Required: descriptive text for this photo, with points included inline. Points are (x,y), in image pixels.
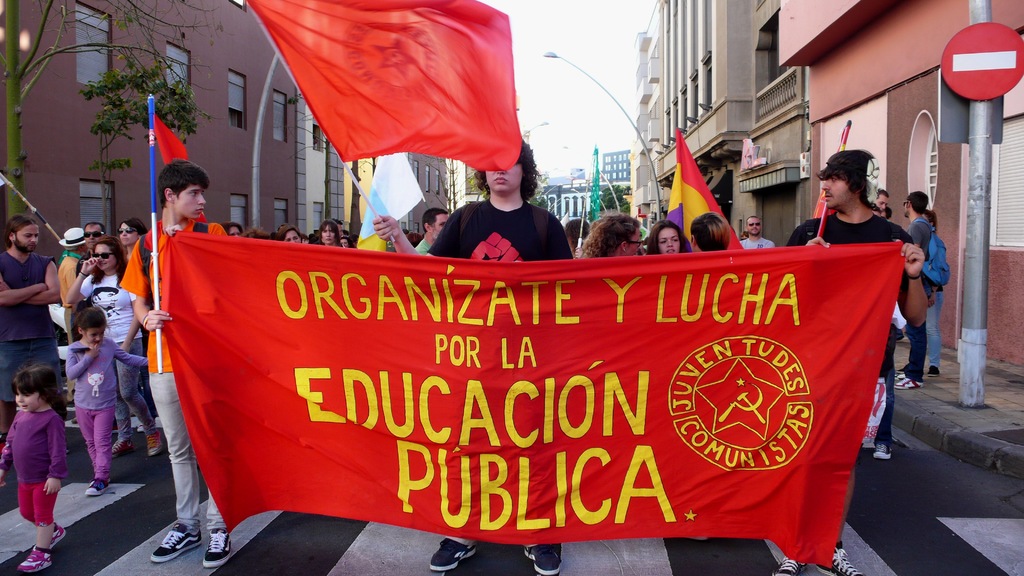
In the center of the image (429,282) there are people (914,315) standing holding a banner (254,492). There is a flag (494,40) in the image. There are buildings (630,179) at the both the sides of the image. There is a sign board (957,61). At the bottom of the image (917,476) there is road (897,489).
